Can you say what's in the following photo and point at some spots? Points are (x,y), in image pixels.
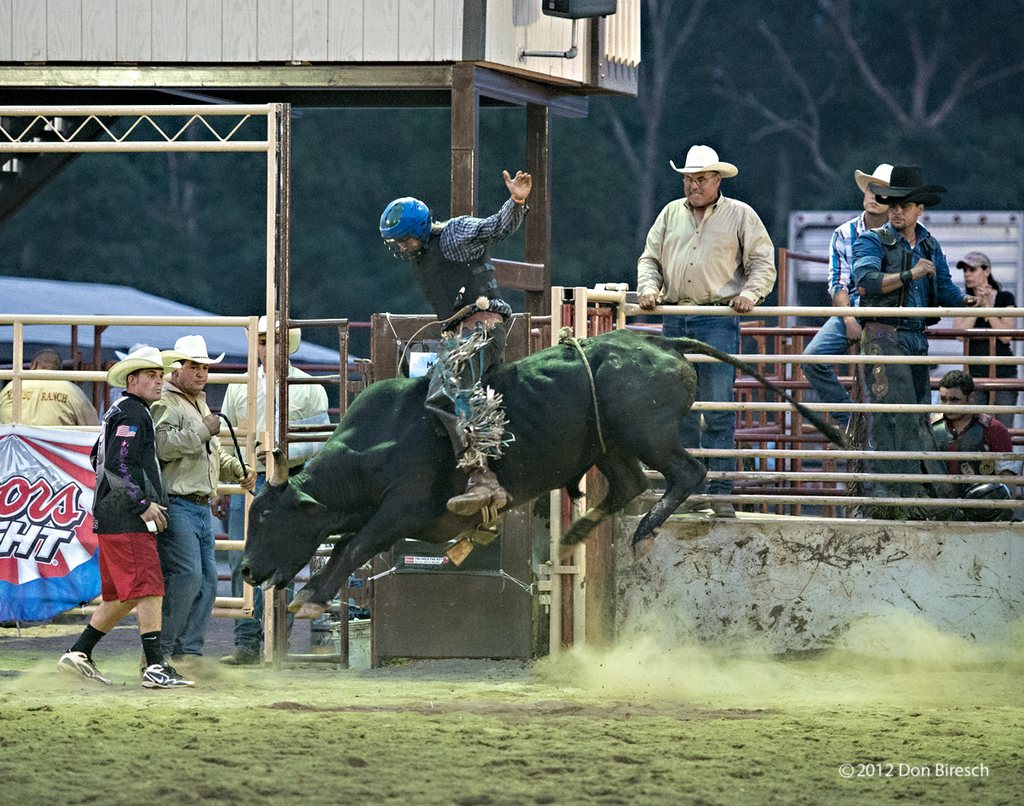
In the foreground (624,401) I can see a person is sitting on a bull (439,460) and grass (421,701). In the background (314,321) I can see a group of people (182,490) are standing, fence (314,437), shed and trees (388,166). This image is taken may be on the ground (53,792).
